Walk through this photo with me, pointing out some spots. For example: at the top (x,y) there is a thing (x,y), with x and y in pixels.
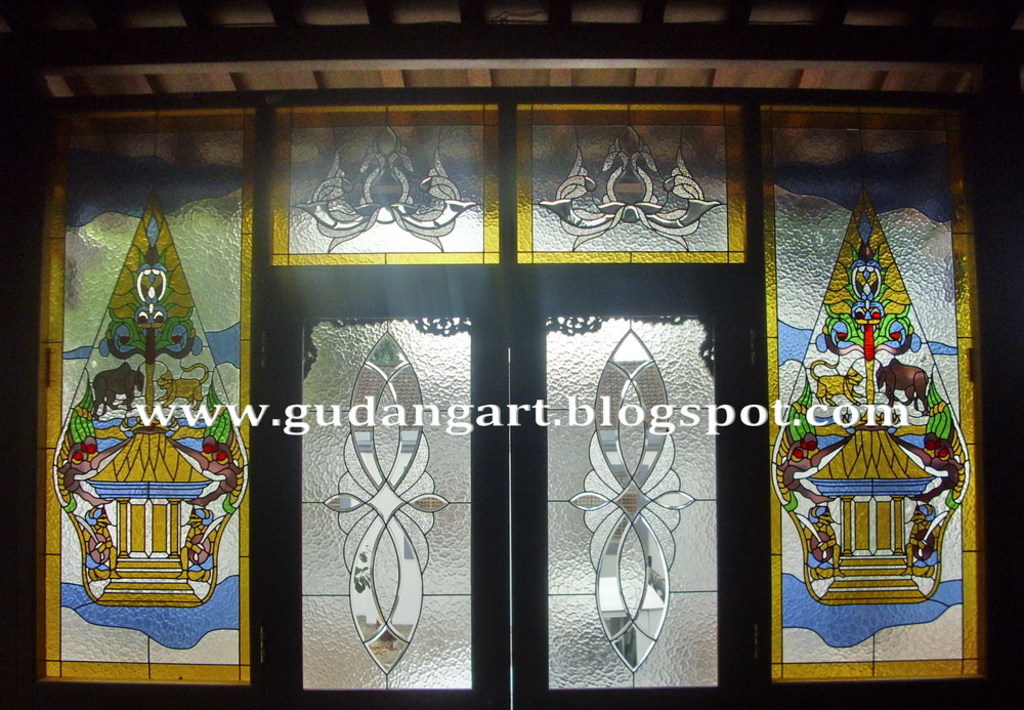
Here we can see glass doors (278,356) and there are designs (407,372) on it. At the top (327,64) there is a pole (297,45) and roof (148,11). In the middle (607,409) there is a text (463,403) written on the image.
